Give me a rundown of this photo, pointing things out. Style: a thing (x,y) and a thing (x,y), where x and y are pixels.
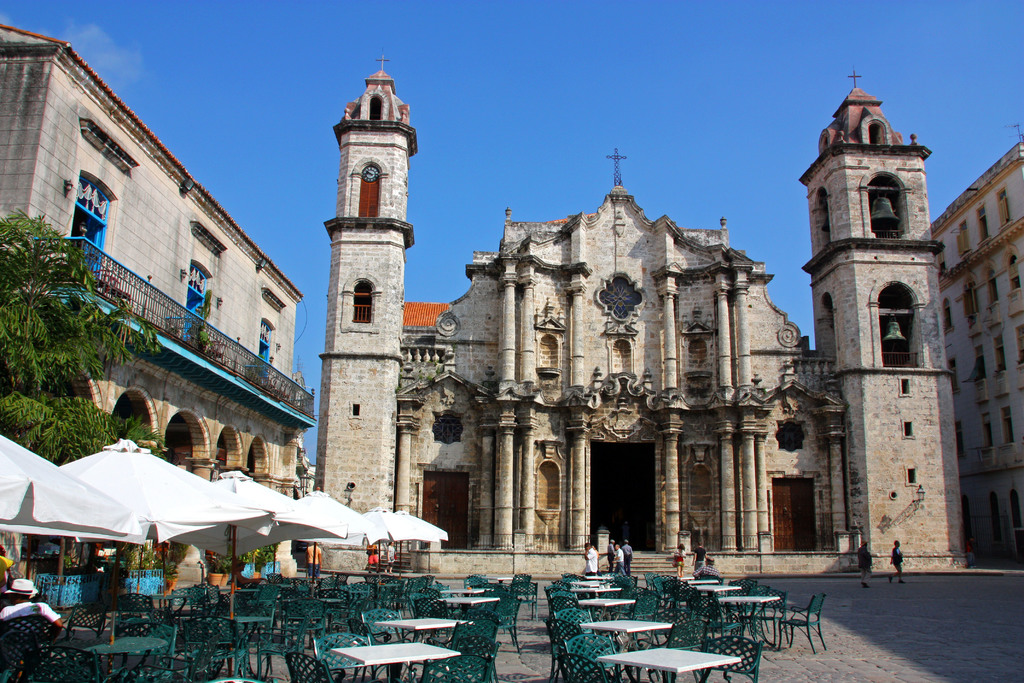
In the center of the image (534,277) we can see the church (598,342). Image also consists of buildings (978,246) and also trees (59,340) and we can also see the tables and chairs (243,595) under the tents (204,519). At the top (537,71) there is sky (589,38) and at the bottom (869,622) we can see few people (706,569) walking on the ground (886,658).
